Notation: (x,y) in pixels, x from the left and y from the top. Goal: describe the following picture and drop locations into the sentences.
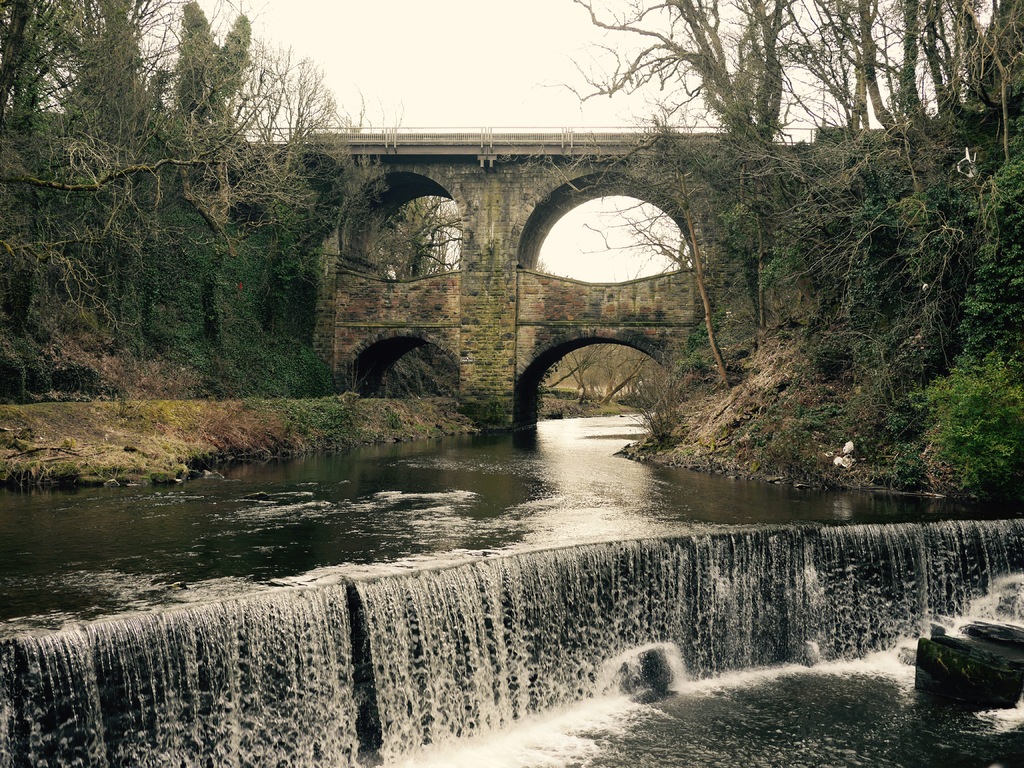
In this image we can see an arch bridge (503,193), beside that we can see water (400,672) and trees (70,179). And we can see the sky (534,74) at the top (516,5).
